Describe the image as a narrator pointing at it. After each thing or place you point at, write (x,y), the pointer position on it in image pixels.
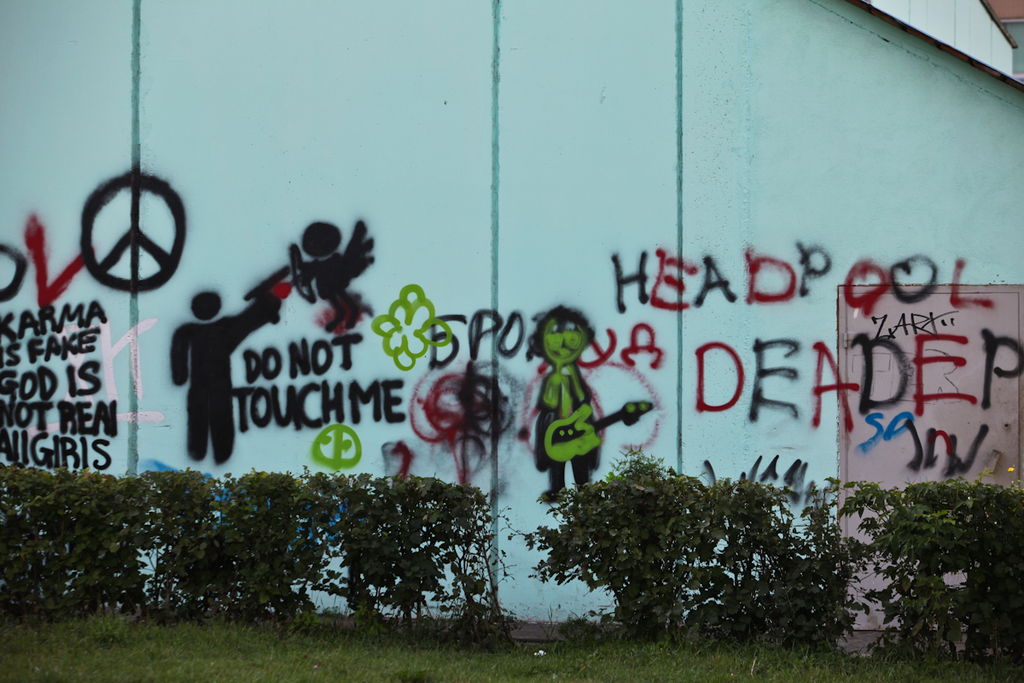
In this picture we can see few arts (505,323) on the wall (501,261), beside the wall (487,480) we can see few shrubs (126,509) and grass (382,648).
